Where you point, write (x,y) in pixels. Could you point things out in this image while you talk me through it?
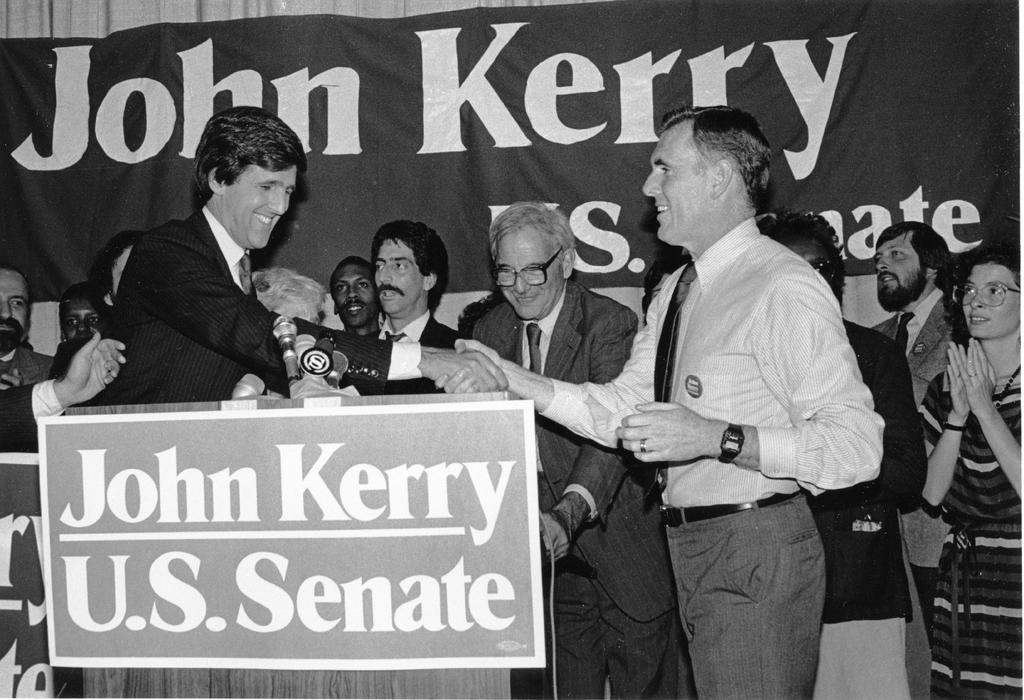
In this image we can see a group of people (530,262). In the front of the image (494,379) there are people (463,379) who are shaking their hands (469,381). Behind the persons (254,284) we can see a cloth (601,35) with a text (76,105) and to the front of them, we have a wooden material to which a board (251,432) is attached which have a text (264,560) on it.
